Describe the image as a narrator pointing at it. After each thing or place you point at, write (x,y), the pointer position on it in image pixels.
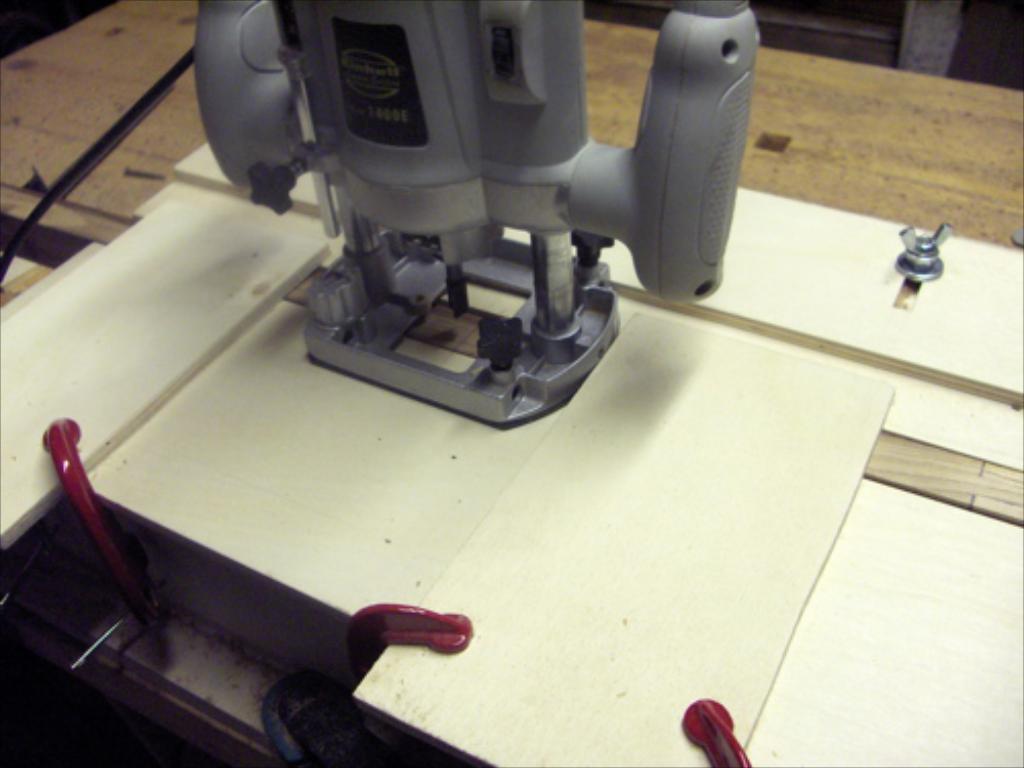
In this image we can see machine (371,145) on the table (668,319).
